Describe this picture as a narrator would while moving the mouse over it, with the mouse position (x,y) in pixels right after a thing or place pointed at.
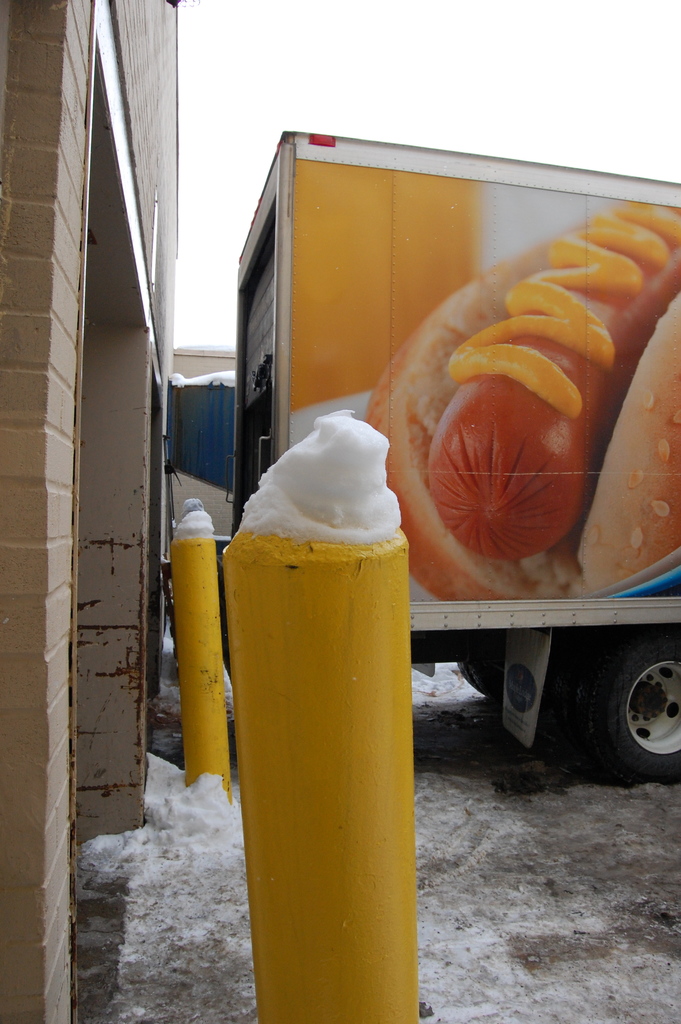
This image is taken outdoors. At the bottom of the image (530,930) there is a ground (198,910) covered with snow (416,777). On the right side of the image (595,256) a truck (438,195) is parked on the ground (561,791). On the left side of the image (128,114) there is a wall (18,743) and there are two poles (213,652).
